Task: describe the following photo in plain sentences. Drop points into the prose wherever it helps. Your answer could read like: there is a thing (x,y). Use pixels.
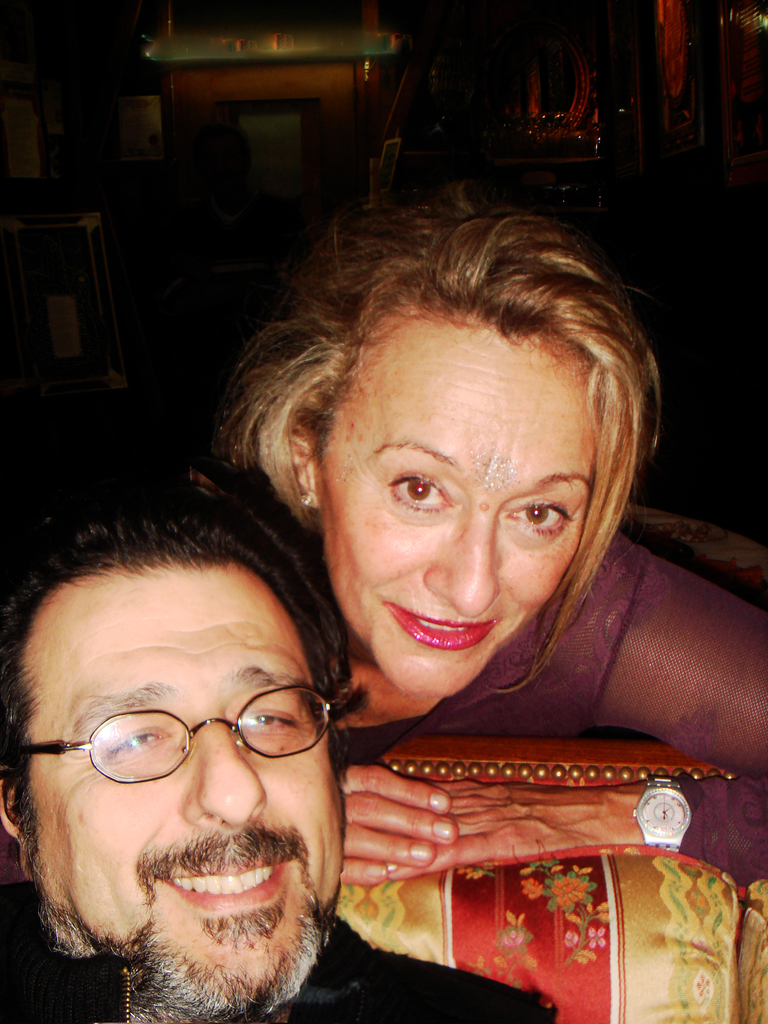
Here in this picture we can see a man (279,766) and a woman (444,468) lying over a place (366,888) and both of them are smiling and the man (312,867) is wearing spectacles (104,767).
